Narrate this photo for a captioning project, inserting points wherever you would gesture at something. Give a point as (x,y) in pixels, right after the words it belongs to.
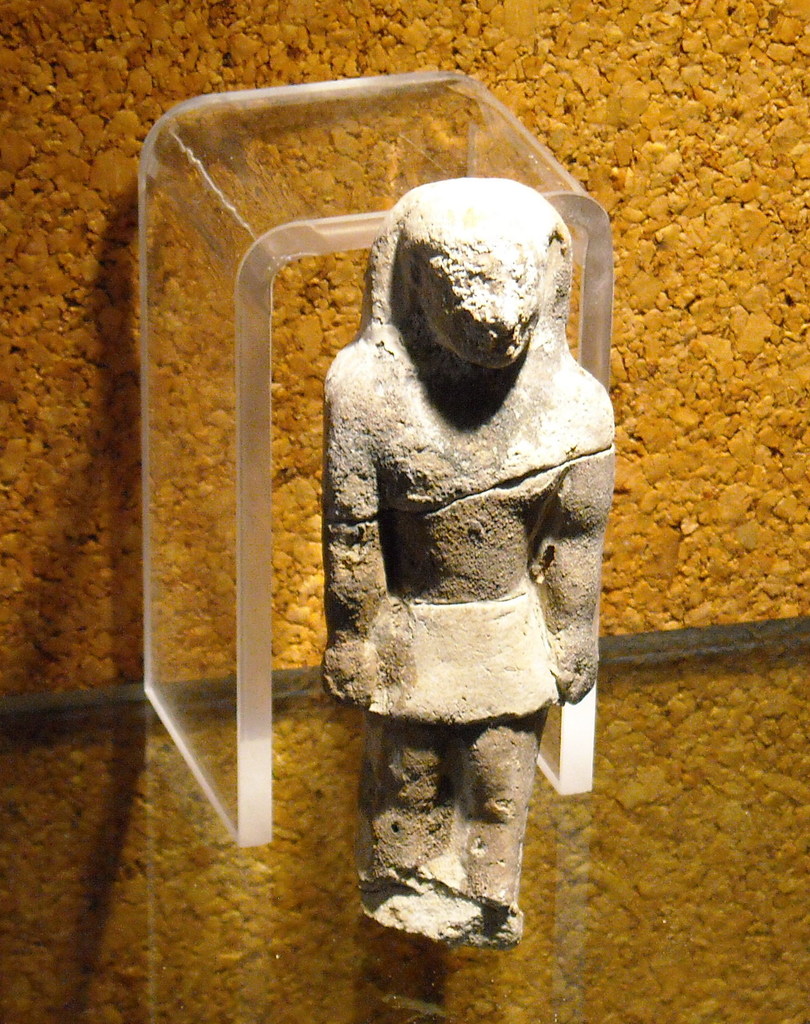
Here I can see a sculpture (423,643) is placed on the glass (335,942). At the back of it there is another piece of glass (245,210). In the background (699,241) there is a wall (699,391).
